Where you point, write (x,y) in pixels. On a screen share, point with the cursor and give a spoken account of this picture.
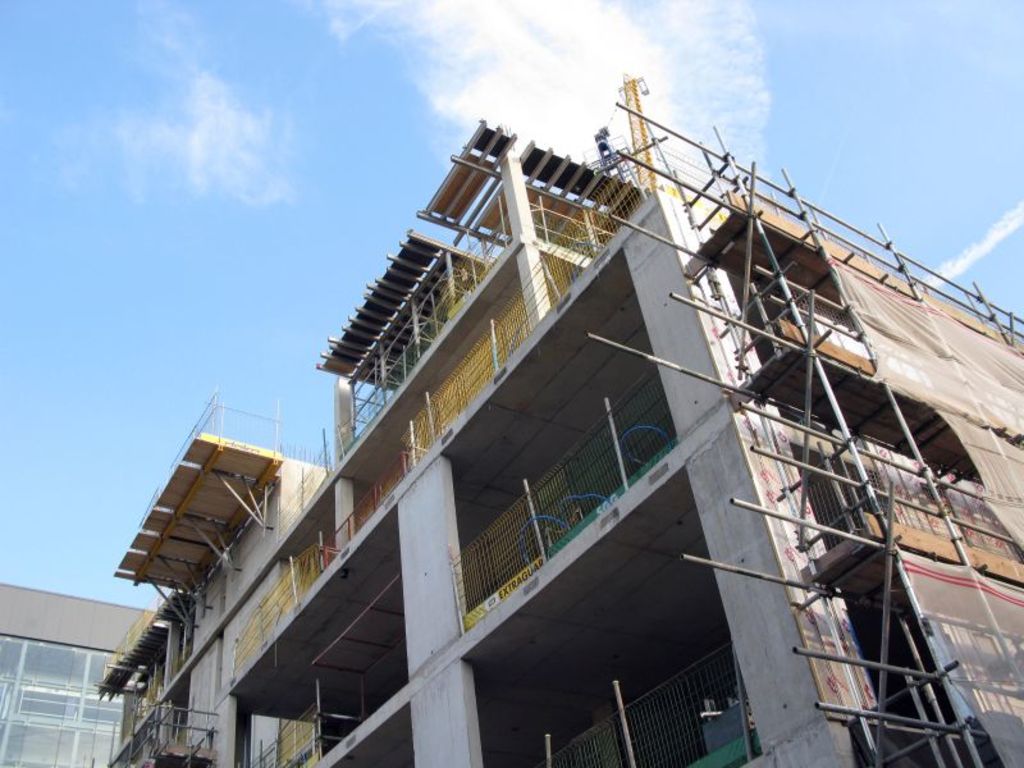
In the image we can see there are buildings (369,499) and there are iron rods (951,535). There is a cloudy sky (336,213).
